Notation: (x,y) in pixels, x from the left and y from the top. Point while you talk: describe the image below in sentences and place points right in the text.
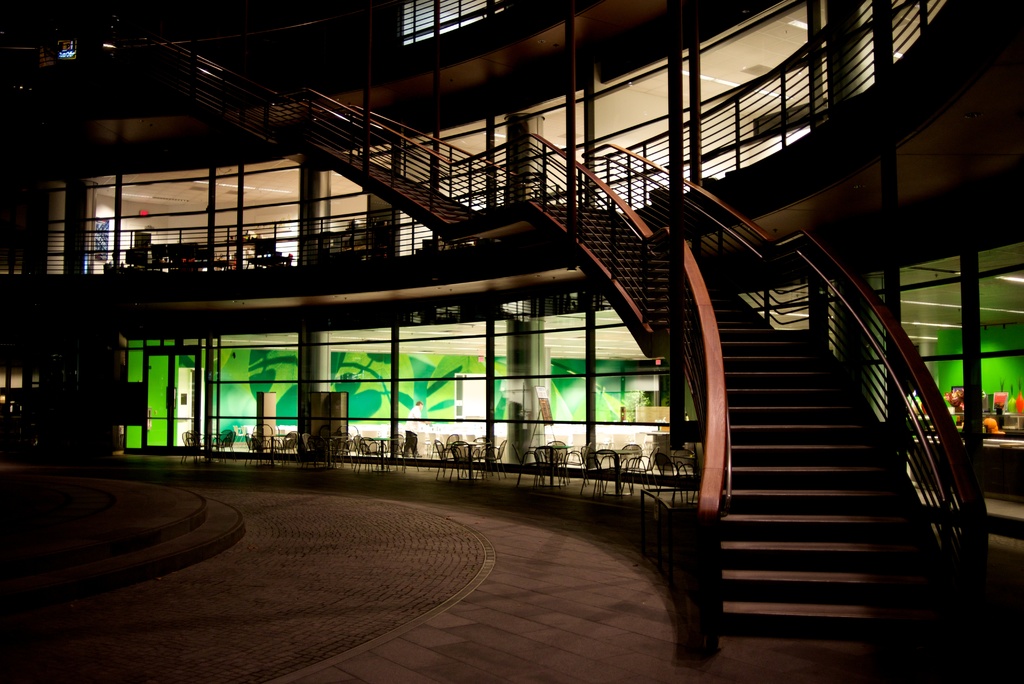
The image is taken from outside the building (96,97). In the foreground (410,176) there are staircases (854,474). On the left (53,133) it is dark. In the center of the picture (390,357) there is a building (376,262), inside the building (438,427) there are tables (378,439), chairs (455,444), person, walls (601,367), railings (541,176) and many other objects (334,396). At the top (460,17) it is a window (430,29).
